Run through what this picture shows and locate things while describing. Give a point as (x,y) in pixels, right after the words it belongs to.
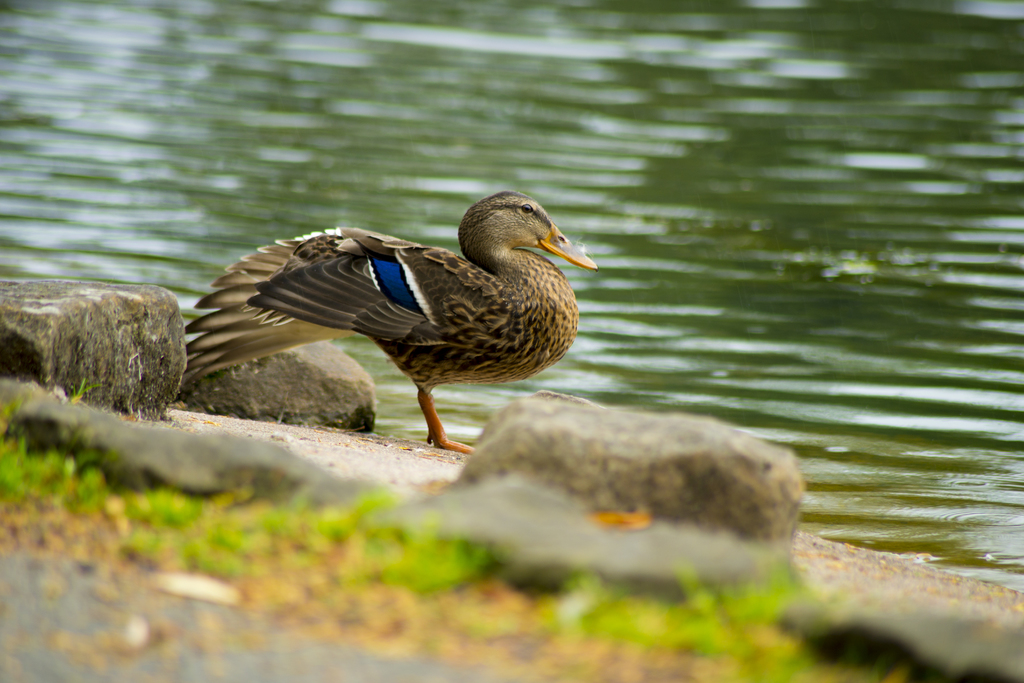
In this picture we can see a duck (381,276), beside to it we can find few rocks (108,353) and water (689,288).
